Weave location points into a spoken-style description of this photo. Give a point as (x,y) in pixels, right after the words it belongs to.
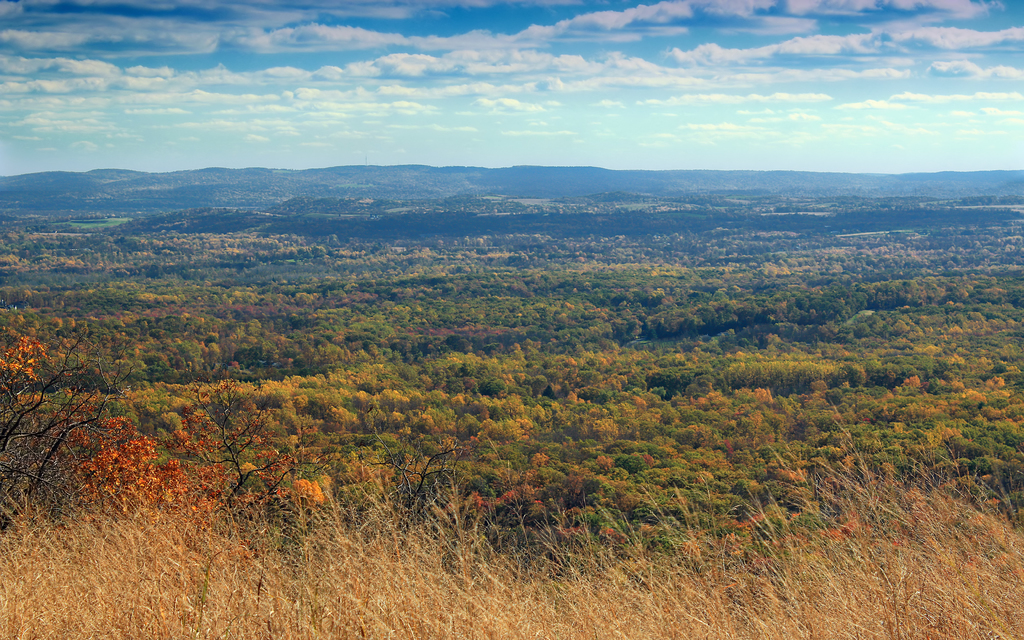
This image consists of many trees (579,394) and plants (547,534). At the bottom (627,560), there is dry grass (519,596). In the background (355,199), we can see the mountains (320,175). At the top (370,98), there are clouds (98,71) in the sky (105,89).
